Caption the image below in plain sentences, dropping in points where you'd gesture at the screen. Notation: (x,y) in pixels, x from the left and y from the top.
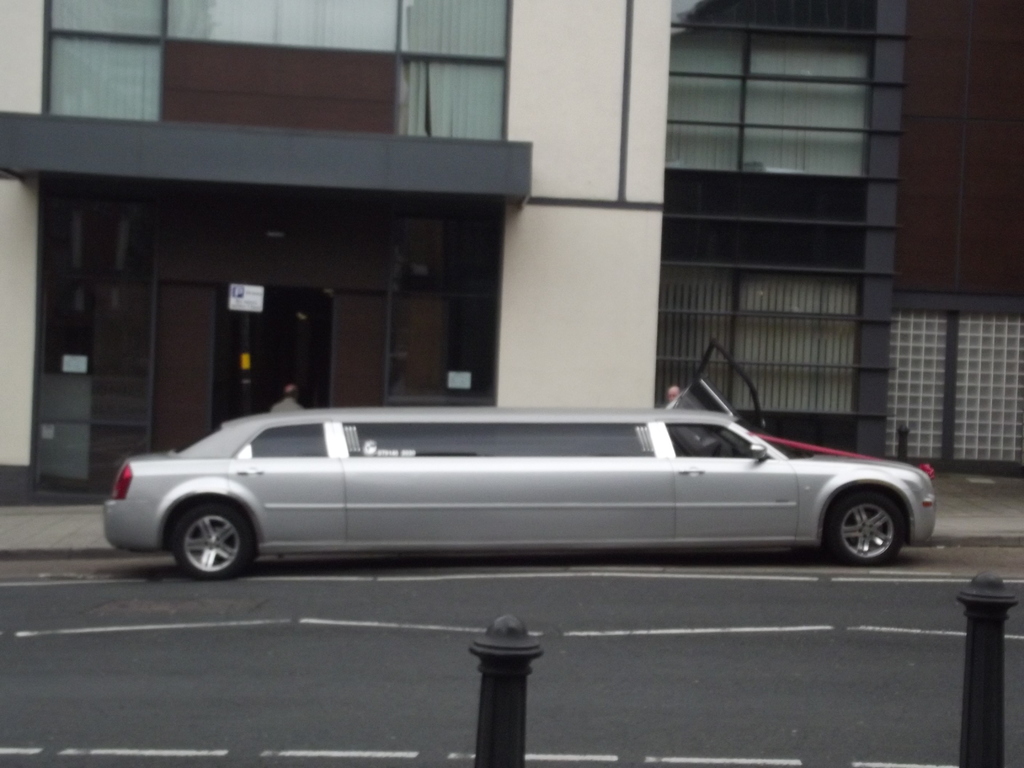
In the picture I can see a car (524,505) on the road (383,622). In the background (308,332) I can see buildings (475,297), people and other objects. In front of the image I can see poles (496,649) and white color lines (277,622) on the road (307,639).
